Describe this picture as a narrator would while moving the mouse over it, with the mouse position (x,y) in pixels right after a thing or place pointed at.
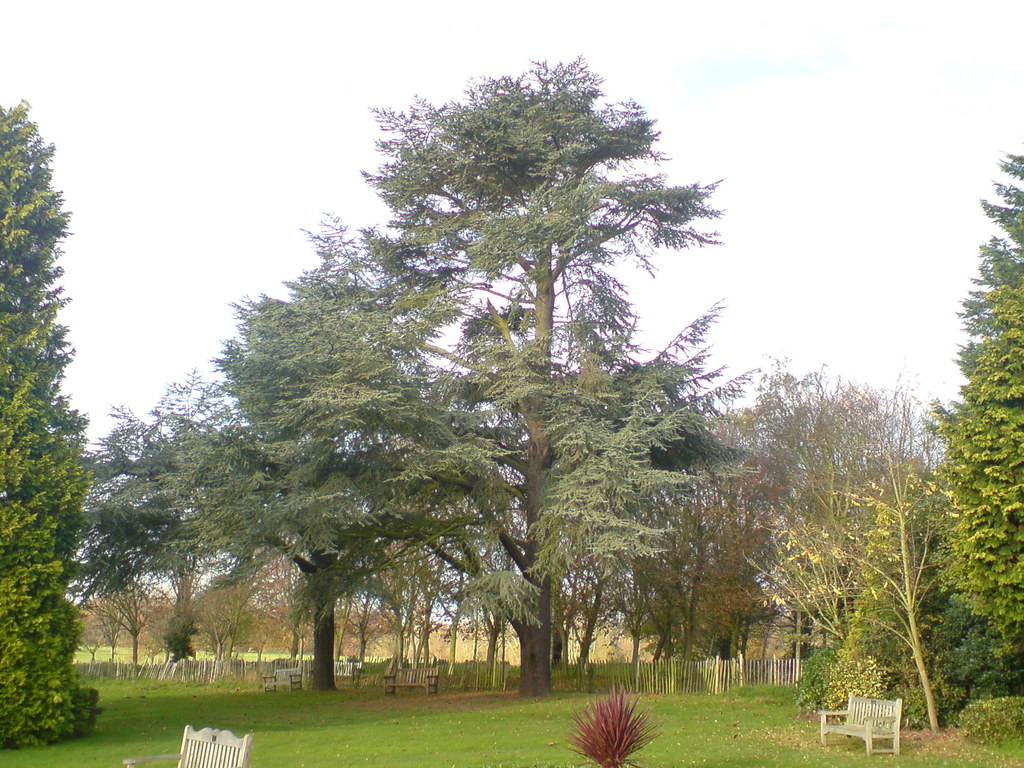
In the foreground of the image (937,751) we can see grass (910,755) and benches (894,732). In the middle of the image (499,297) we can see trees (600,508). On the top of the image (790,104) we can see the sky (440,104).
